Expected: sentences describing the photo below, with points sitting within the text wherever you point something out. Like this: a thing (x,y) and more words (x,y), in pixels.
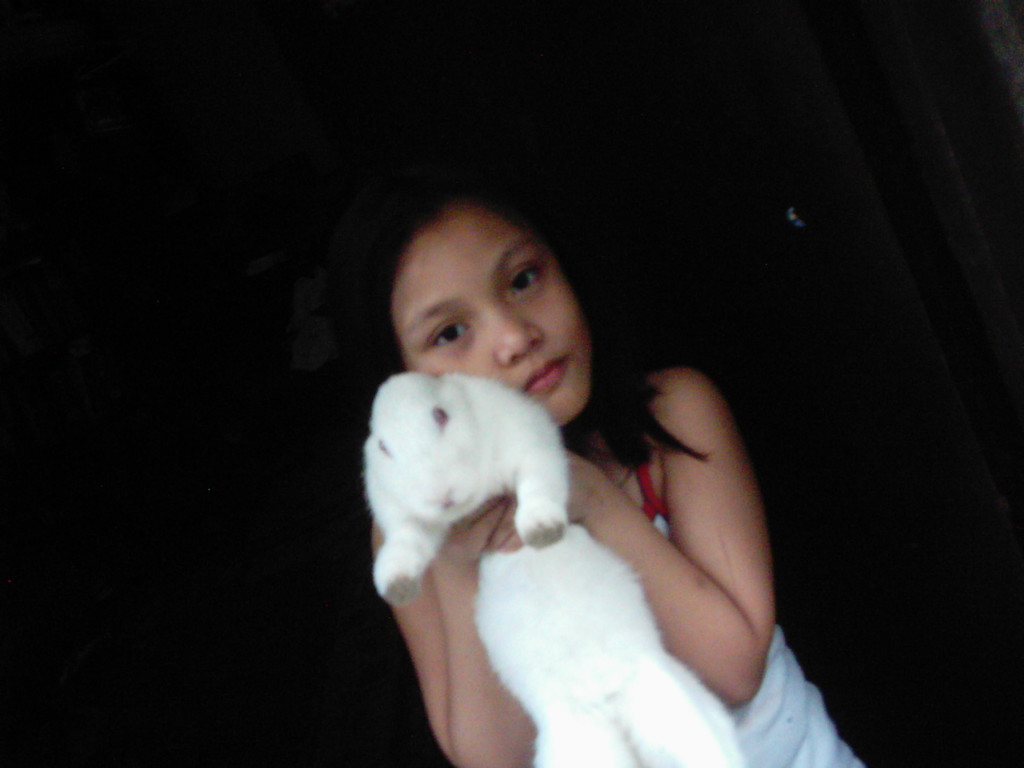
In this picture there is a girl (787,684) holding the white rabbit (534,586). At the back (227,417) there is a black background (923,511).
